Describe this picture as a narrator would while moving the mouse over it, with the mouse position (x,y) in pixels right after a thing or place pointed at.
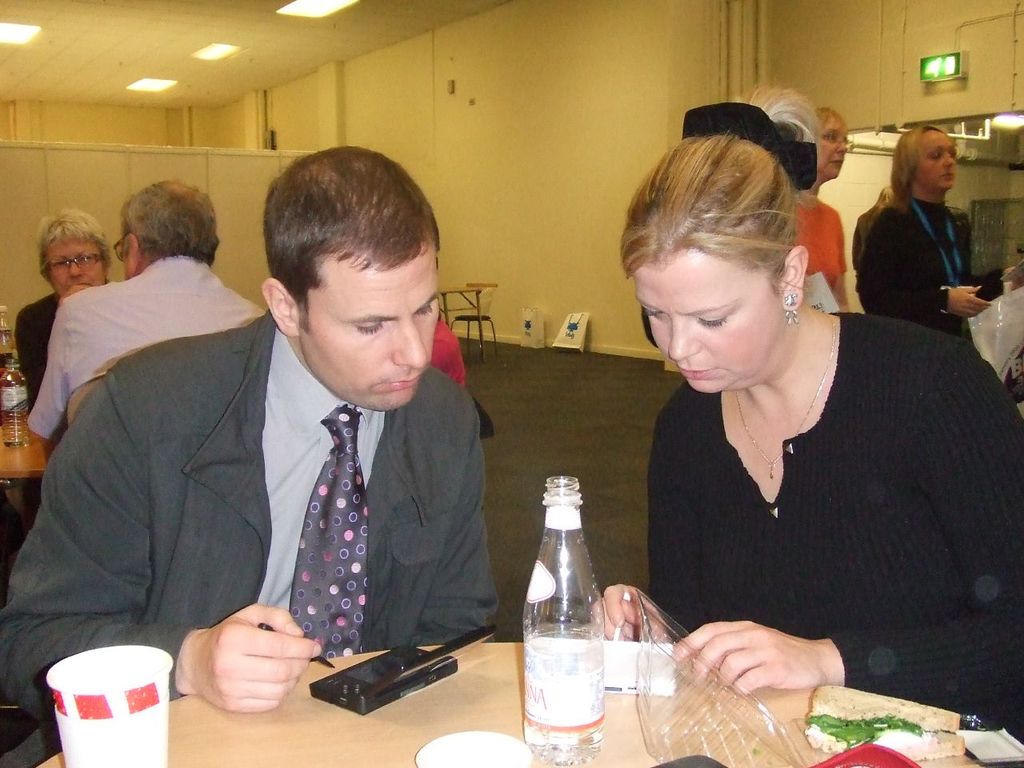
In the image I can see two people (479,574) who are sitting in front of the table (615,716) on which there are some things (587,716) placed and some other people (69,377) standing and sitting and also I can see some lights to the roof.
